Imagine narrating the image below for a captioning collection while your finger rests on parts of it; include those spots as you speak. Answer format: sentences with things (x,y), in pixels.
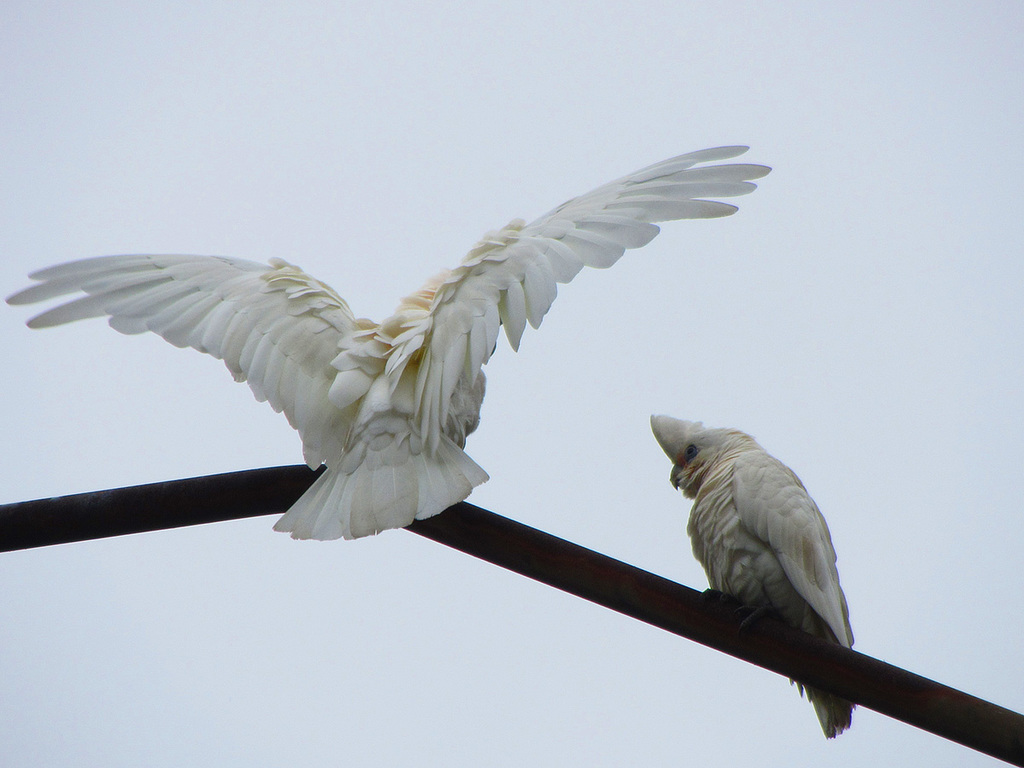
There are two white color birds (448,364) standing on a rod (705,630). One of them is stretching its wings (478,305). In the background (363,83), there is sky (288,726).
